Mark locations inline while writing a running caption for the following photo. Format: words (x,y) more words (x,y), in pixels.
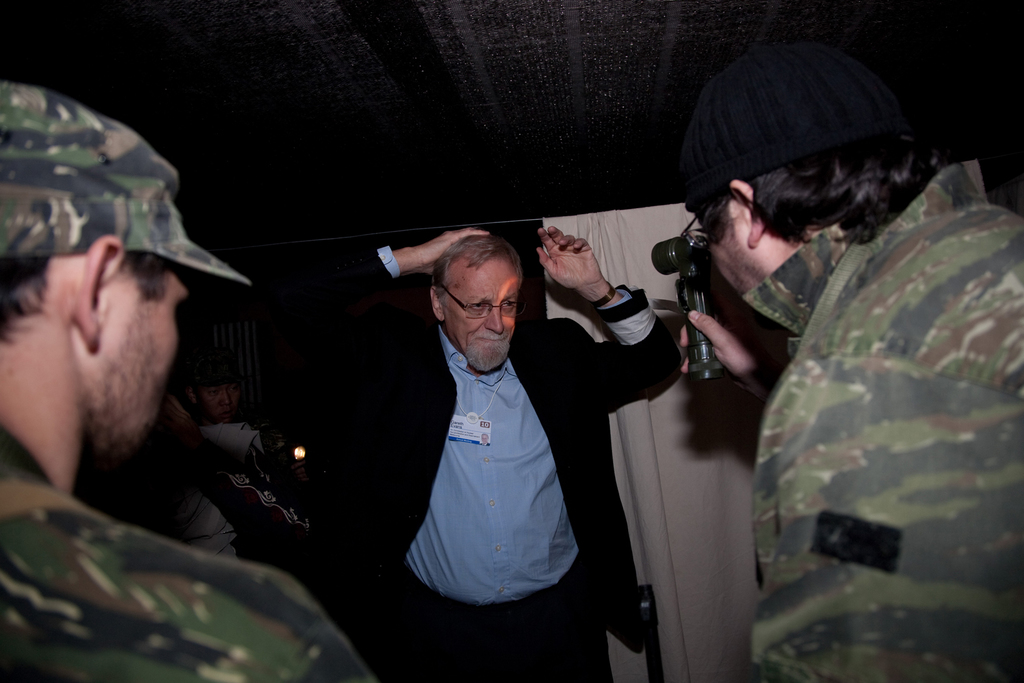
In this image we can see one man (481,498) is standing and wearing blue shirt (470,519) and black coat (455,399). To the right (917,457) and left side of the image (123,525) two men (835,453) are there. They are wearing army uniform (74,522) and one man (900,299) is holding something (690,299) in his hand (713,337). Background (675,488) white color cloth (672,474) is there and one more person (212,396) is there.
